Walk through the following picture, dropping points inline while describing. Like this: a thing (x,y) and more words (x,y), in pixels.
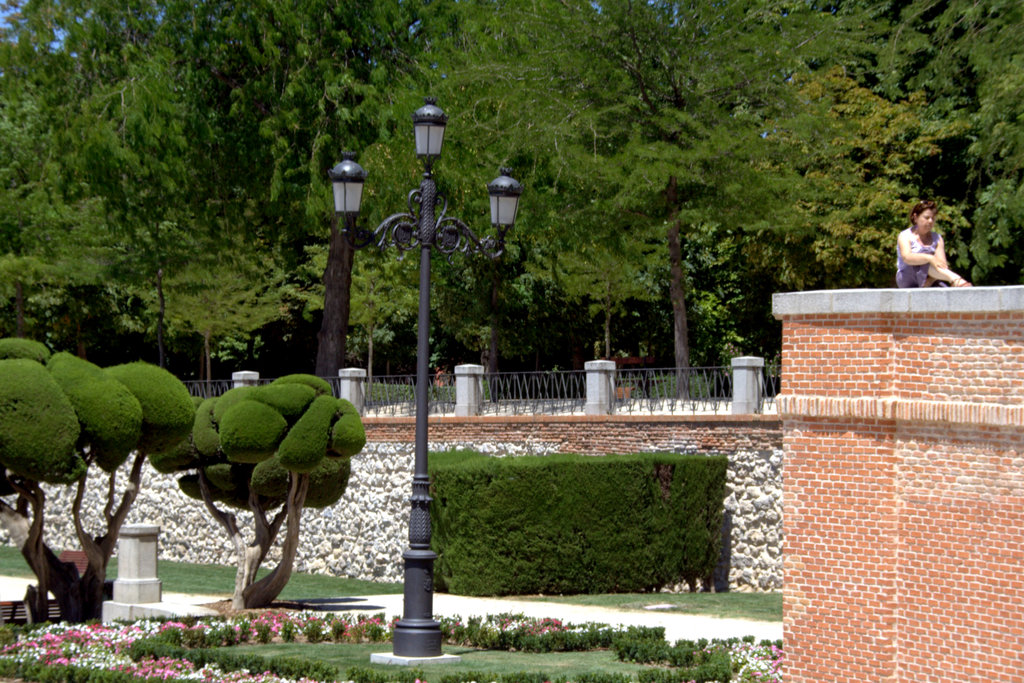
In this image we can see some trees (282,494), plants (481,473), grass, flowers (96,626), lights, fence (623,399), pole (425,331) and the wall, also we can see a person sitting on the building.
